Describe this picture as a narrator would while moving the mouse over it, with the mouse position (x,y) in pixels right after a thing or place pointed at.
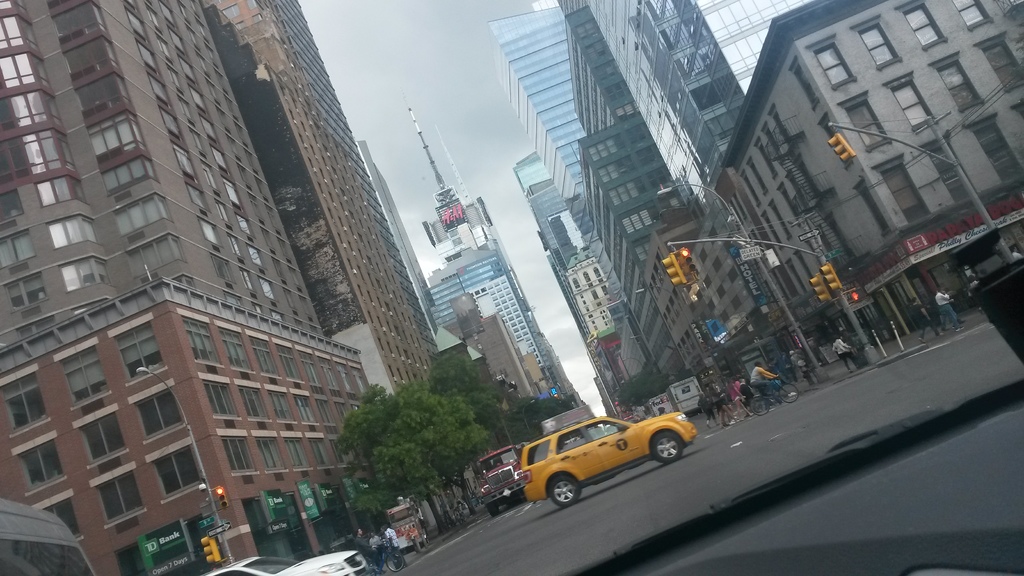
In this image, we can see a glass (739,469) and windshield wiper (862,437). Through the glass (681,502), we can see the other side view. Here there are so many buildings (386,361), trees (483,397), traffic signals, poles (965,183), banners (1019,202), sign boards (950,231), walls (907,136), windows (134,346), tower (434,171) and sky (406,152). Here we can see few vehicles (655,458) are moving on the road (662,476). In this image, we can see few people (841,347). Few people (740,381) are standing and walking. Few are riding vehicles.
